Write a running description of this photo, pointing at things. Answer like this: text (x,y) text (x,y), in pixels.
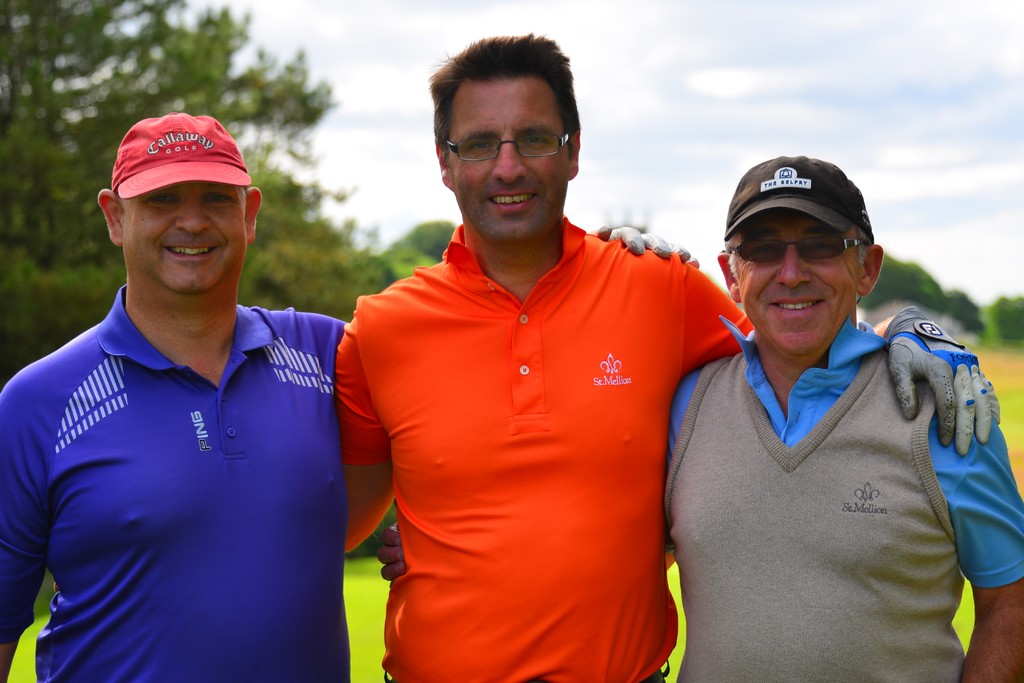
In this image there is the sky (865,67) towards the top of the image (779,26), there are trees (959,291) towards the right of the image (954,295), there is a tree (27,163) towards the left of the image (39,142), there is grass (361,612) towards the bottom of the image (369,630), there are three men (433,383) standing towards the bottom of the image (788,500), there are two men (616,271) wearing spectacles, there are two men (135,244) wearing caps (228,148).
